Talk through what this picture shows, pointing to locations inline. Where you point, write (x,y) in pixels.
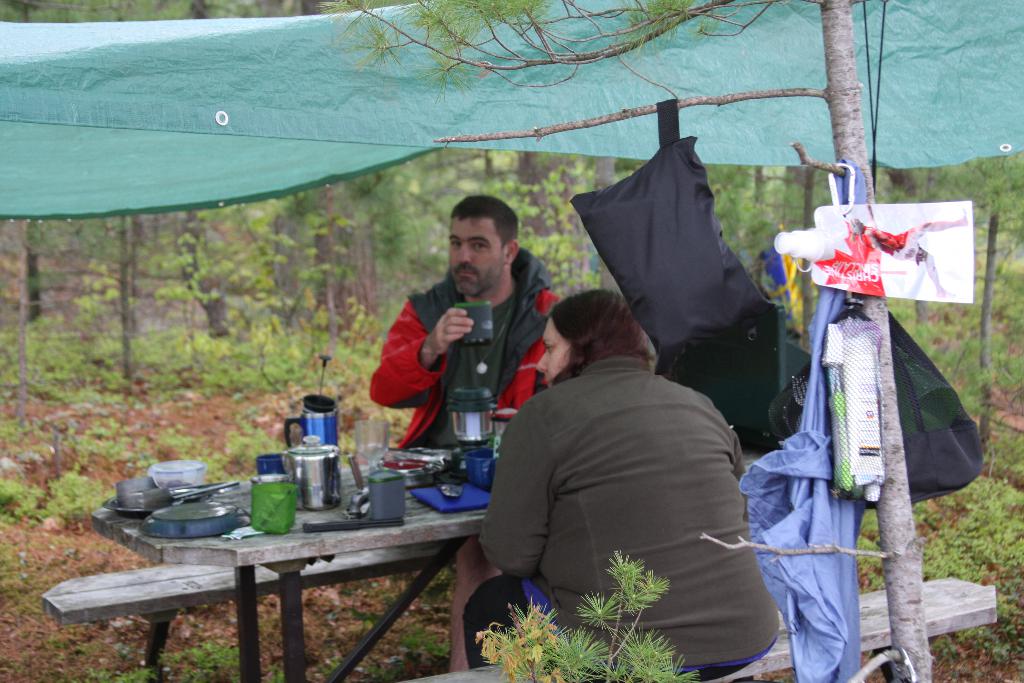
In this image I see a man (541,289) and a woman (538,527) who are sitting on the bench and this man (497,337) is holding a cup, I can also see there is a table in front (316,413) and there are few things (329,409) on it and I see a tent (55,196) on the top (941,117). In the background (181,0) I see the trees (54,14) and few plants (117,391).
